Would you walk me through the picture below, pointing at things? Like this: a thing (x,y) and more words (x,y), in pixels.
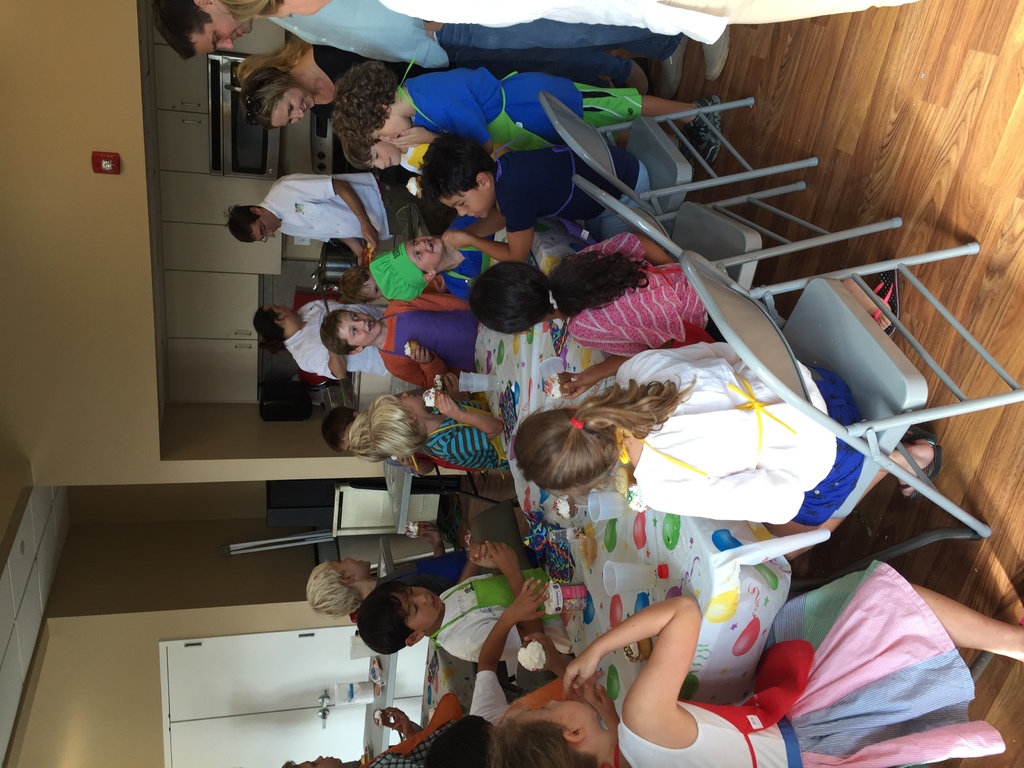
In this image we can see children (352,416) sitting at the table (592,578). On the table (661,598) we can see glasses (622,566) and cakes (551,380). In the background (269,268) we can see persons (329,214), cupboards (318,700), countertop (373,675), vessels (334,280), microwave oven (257,157), stove (326,144), fire alarm (104,158) and wall (65,352).
